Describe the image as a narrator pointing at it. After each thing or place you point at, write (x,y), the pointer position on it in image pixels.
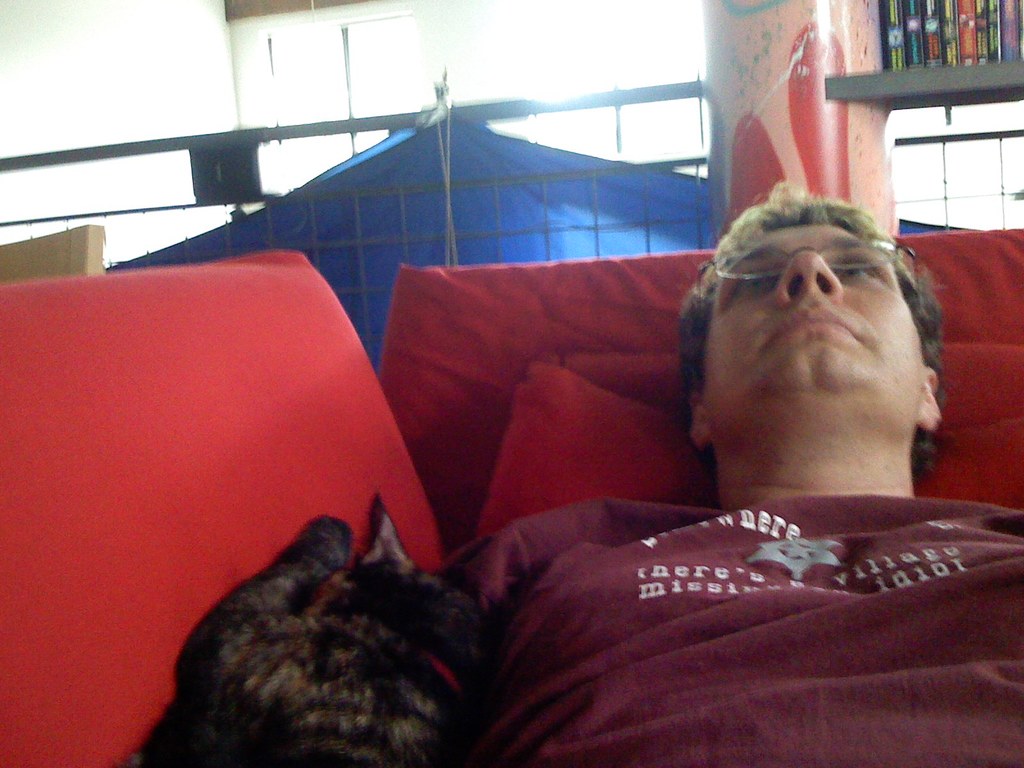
On the right bottom (981,521), a person (967,572) is lying on the bed (967,495) half visible. Next to that a cat (377,507) is sleeping. And red color cushions (430,456) are kept. On the top right (898,62), books (1002,22) are there. And a pillar (813,77) of light pink in color is visible. The background wall (218,65) is white in color. And a fence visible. This image is taken inside a room (574,117).
